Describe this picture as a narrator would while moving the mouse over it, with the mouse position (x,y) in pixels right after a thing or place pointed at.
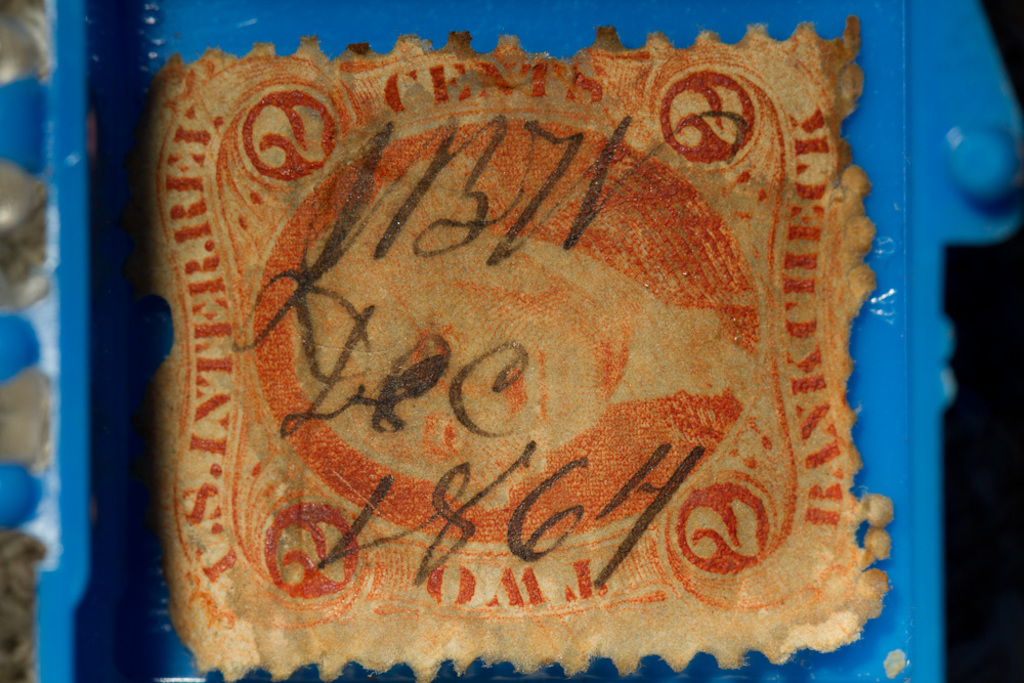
This is a zoomed in picture. In the foreground (91,265) there is a blue color object (921,285) and we can see a stamp (448,77) on which we can see the text (588,220) is written.
